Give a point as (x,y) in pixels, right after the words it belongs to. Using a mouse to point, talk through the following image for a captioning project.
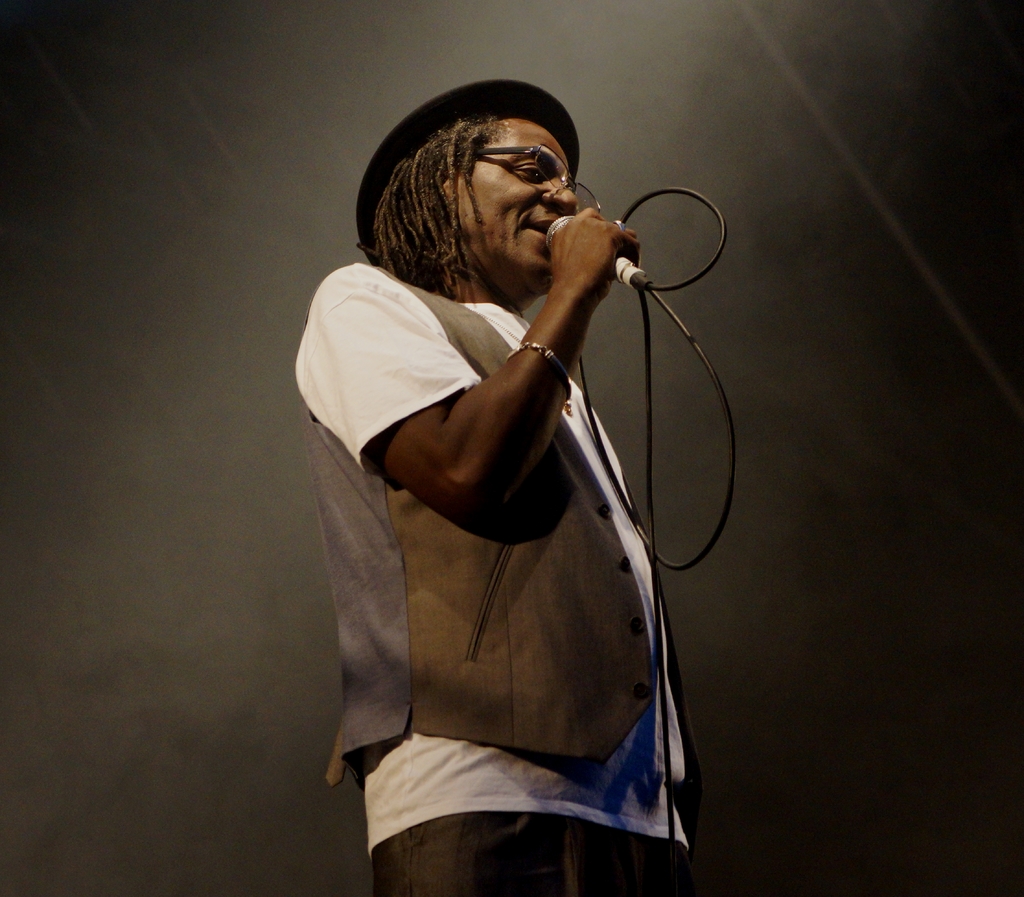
In the middle of the image (504,448) we can see a man (503,505), he is holding a microphone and we can see dark background (810,346).
